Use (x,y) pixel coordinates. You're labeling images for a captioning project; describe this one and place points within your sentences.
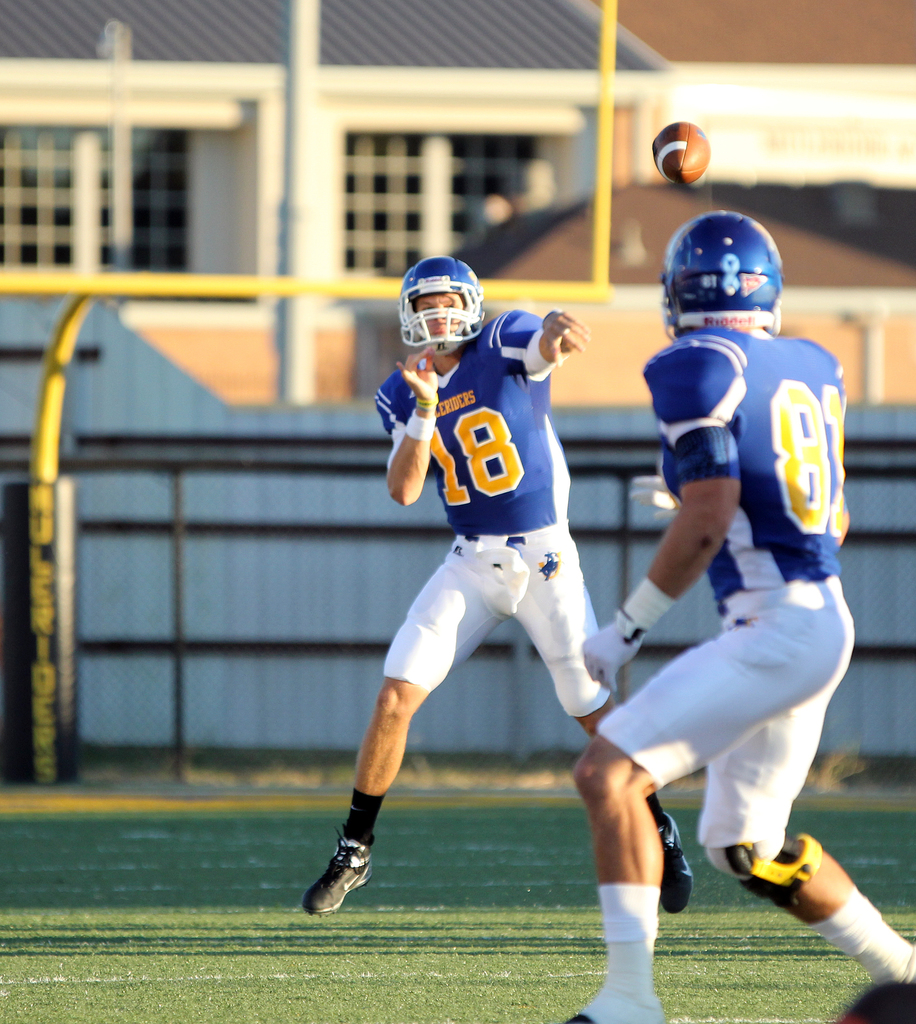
In the image we can see there are people (722,511), playing on the ground (335,802), they are wearing clothes (452,556), socks (367,819), shoes (328,872) and helmet (413,274). There is a ball (689,150), grass (496,850), building (574,271) and window (159,136) of the building (154,156), this is a pole (600,211).
